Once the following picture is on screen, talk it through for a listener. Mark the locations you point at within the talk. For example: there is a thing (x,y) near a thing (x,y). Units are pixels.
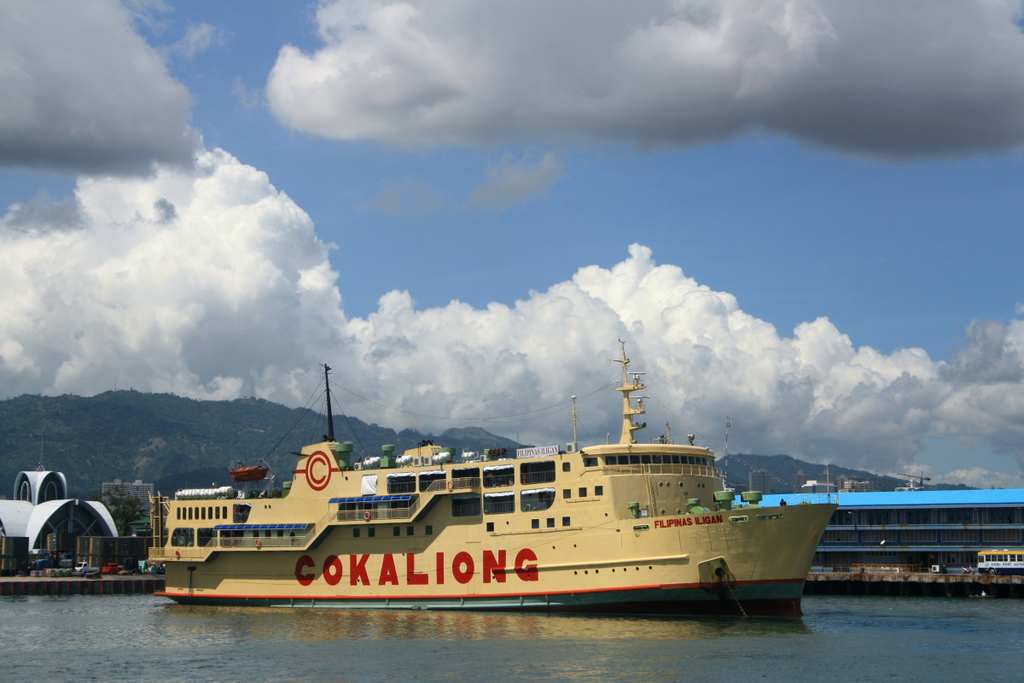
In this picture I can see there is a ship (408,587) sailing in the water (391,658) and in the backdrop (114,571) there are buildings (961,513) and there are some vehicles (985,572) moving on the road (66,568). In the backdrop (103,447) there are mountains (319,430) and they are covered with trees (120,453) and the sky (397,309) is cloudy.
